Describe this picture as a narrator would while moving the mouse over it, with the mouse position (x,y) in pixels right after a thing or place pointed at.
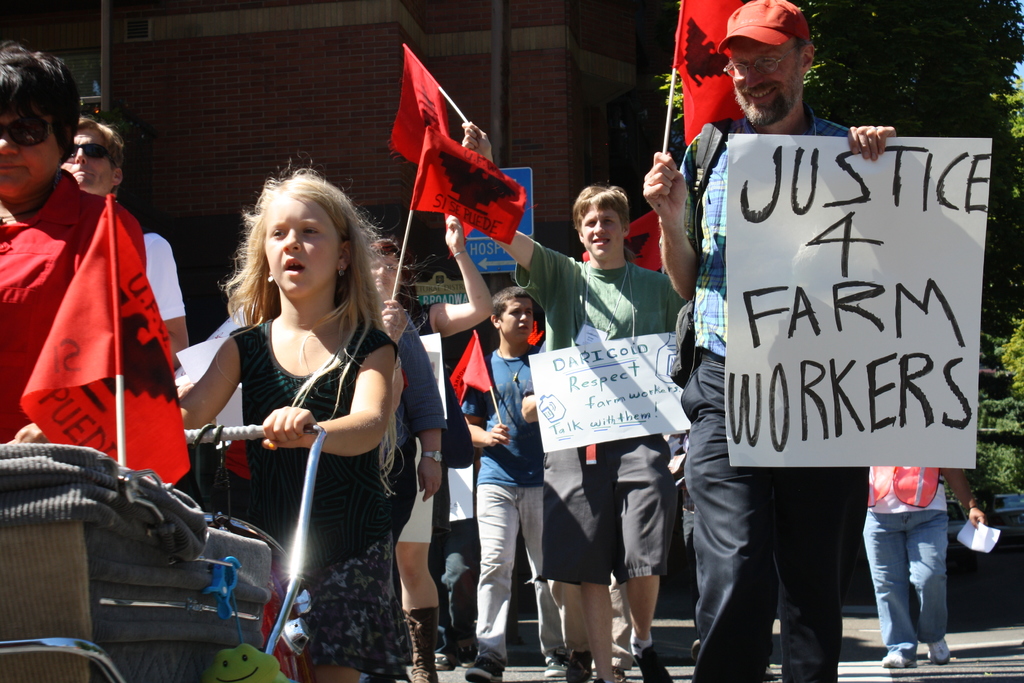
This picture describes about group of people (393,283), few people (377,264) are holding flags (172,429) and placards (583,374), in the background (908,57) we can see trees (902,89) and a building (312,97).
